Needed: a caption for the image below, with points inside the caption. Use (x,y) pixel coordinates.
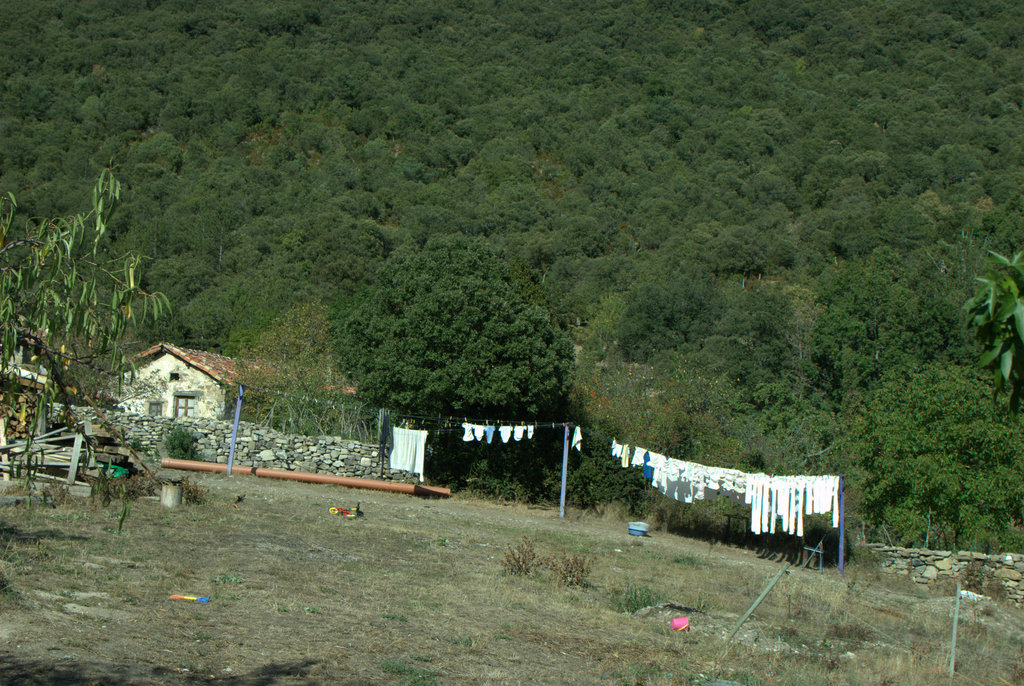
In this image in a rope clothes (504,425) are kept for drying. In the background (210,403) there are buildings (199,409), trees (487,339). On the ground (519,543) there are plants (568,570) and few other things (72,478).
